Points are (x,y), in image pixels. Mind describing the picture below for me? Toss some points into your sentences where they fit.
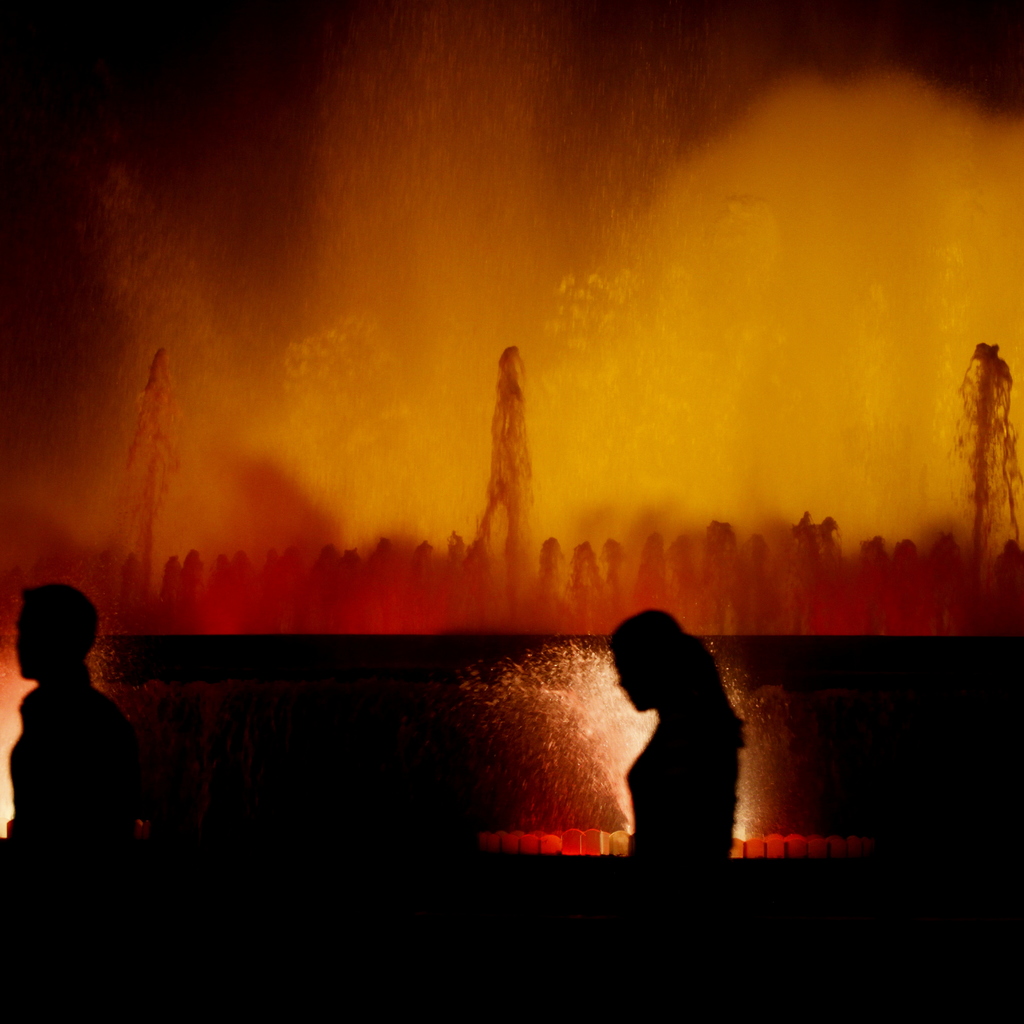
In this image we can see two persons (76,635), also we can see the water fountain (583,371).
